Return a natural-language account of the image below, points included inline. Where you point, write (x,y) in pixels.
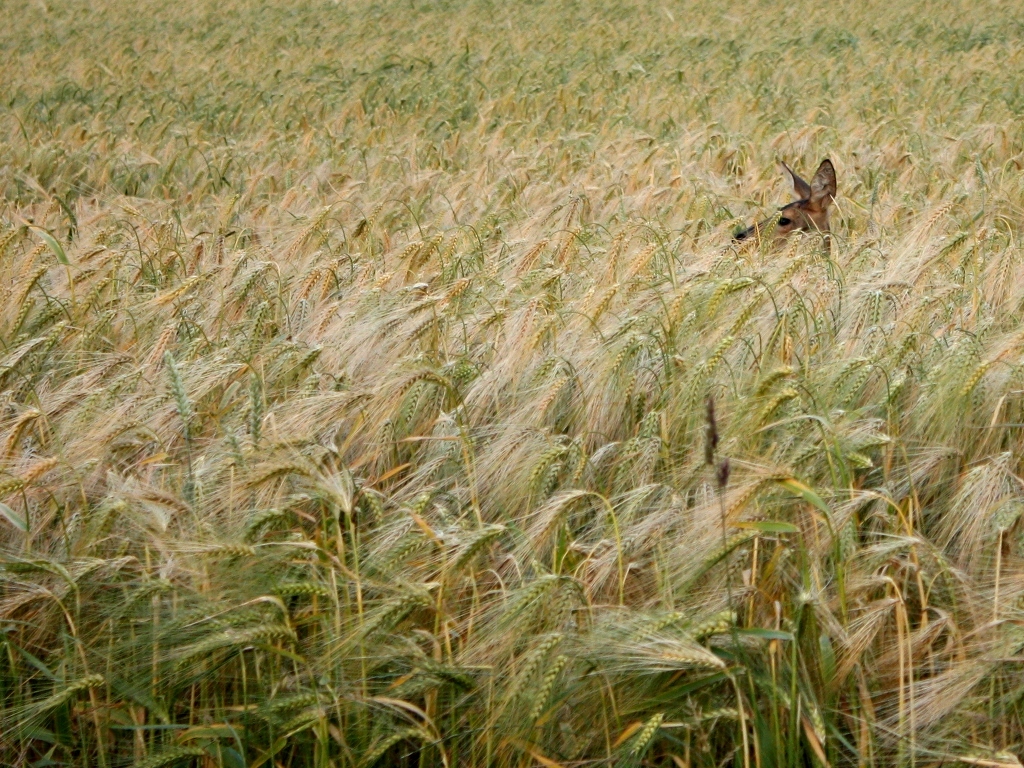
In this picture we can see an animal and plants (378,323).
